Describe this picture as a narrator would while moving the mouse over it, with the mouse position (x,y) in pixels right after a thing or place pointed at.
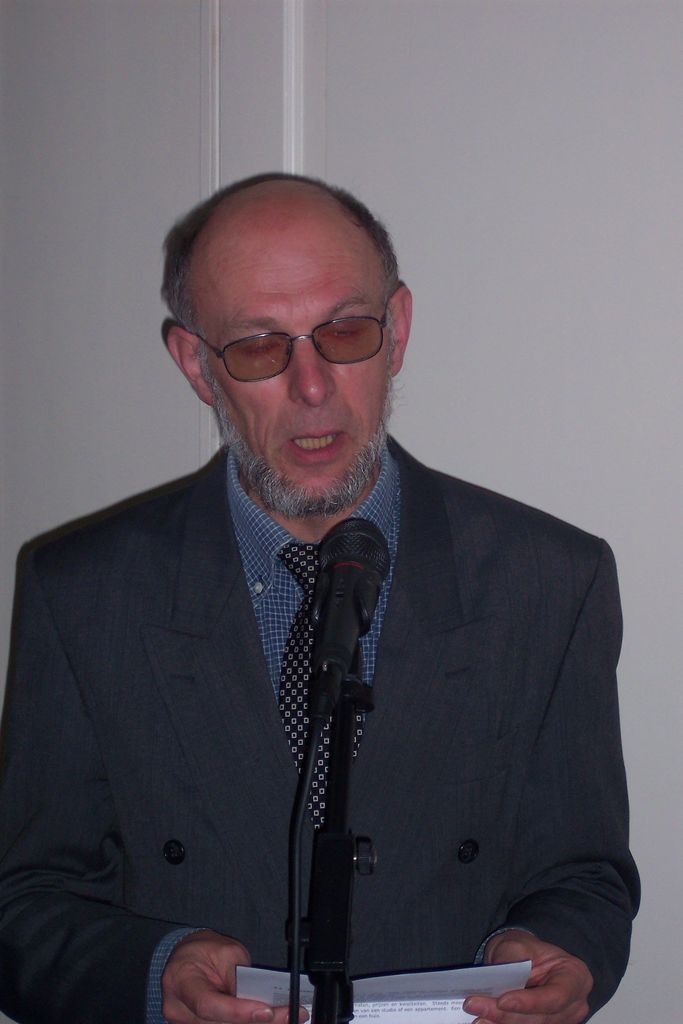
In this picture I can observe a man (273,613) in the middle of the picture (261,566). He is wearing coat (157,680) and spectacles (371,333). In front of him there is a mic (365,554). In the background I can observe wall (106,155).
